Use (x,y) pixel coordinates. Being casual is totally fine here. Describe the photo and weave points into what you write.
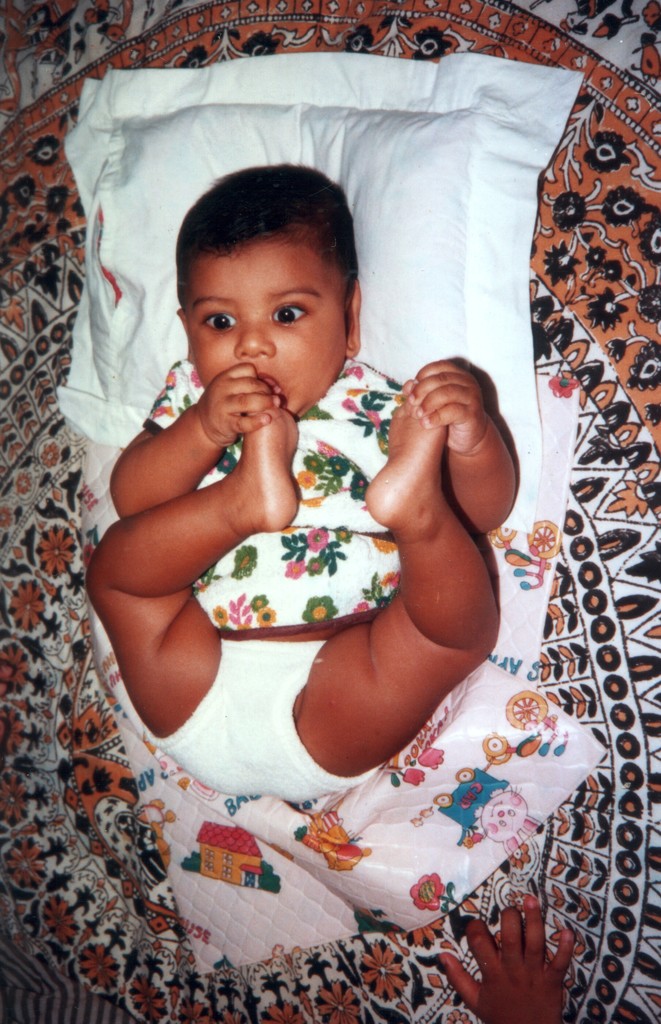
In this image I can see a baby (180,701) is lying on a bed (608,728), cushion (426,163) and a person's hand (522,963). This image is taken may be in a room (105,305).
